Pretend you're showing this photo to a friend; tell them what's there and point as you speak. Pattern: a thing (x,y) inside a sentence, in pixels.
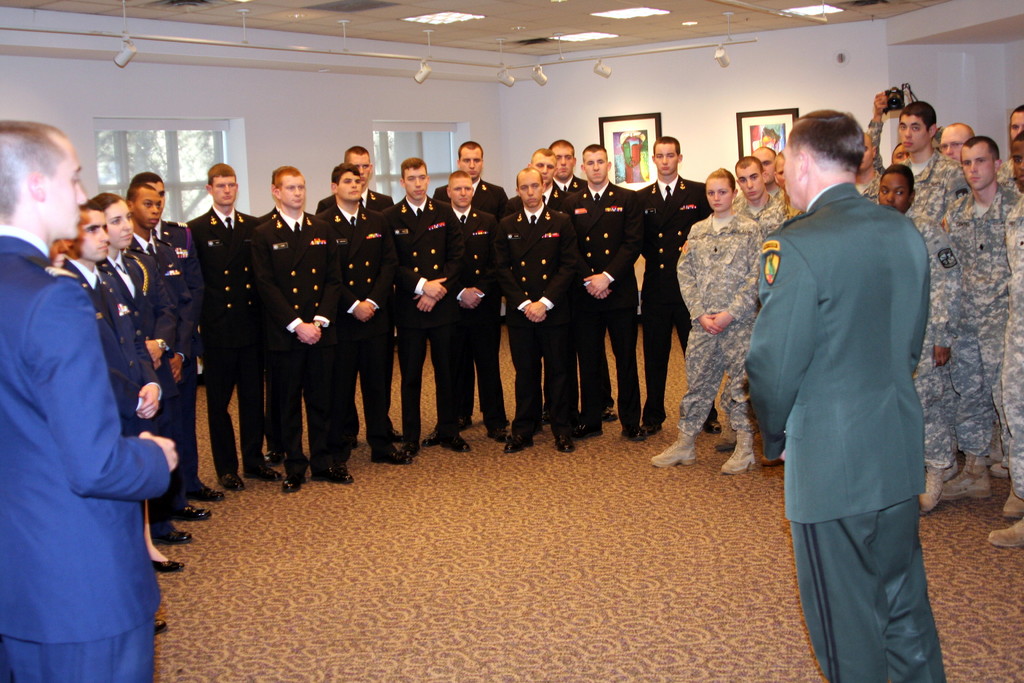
In this picture we can see a group of people (458,190) standing. We can see a person (918,123) holding a camera (888,109). There are frames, lights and glass objects (147,161) visible in the background (134,150). We can see a few leaves (165,155) through these glass objects (209,161).
